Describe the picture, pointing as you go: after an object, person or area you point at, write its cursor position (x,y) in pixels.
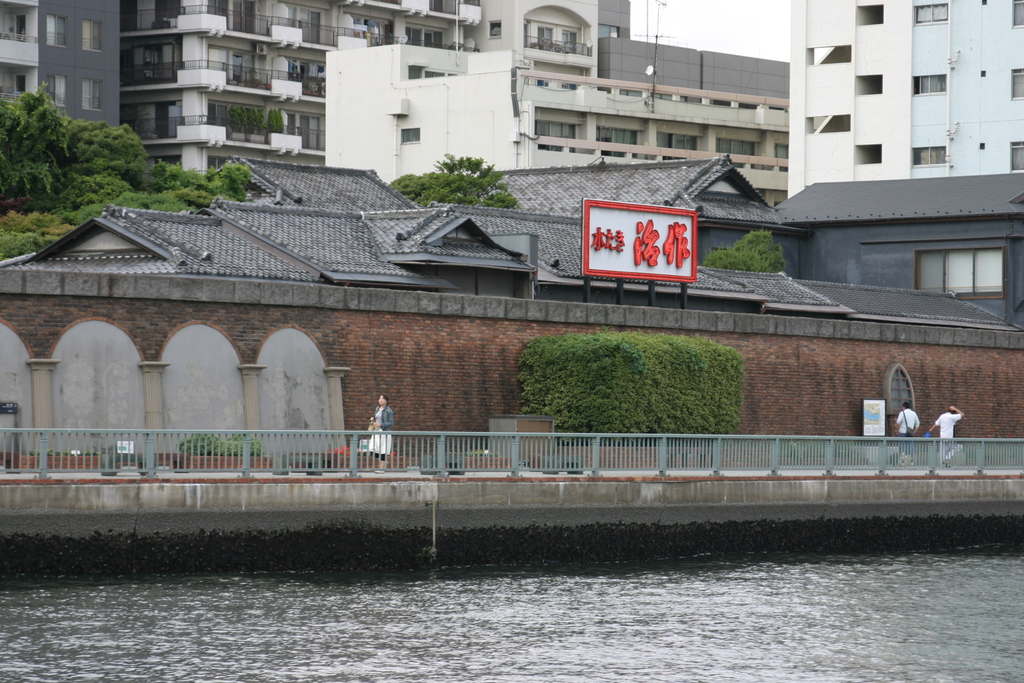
In this image we can see water (594,655) and a walkway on which there are some persons (933,430) walking and in the background of the image (305,257) there are some houses (488,249), buildings (549,19) and trees (91,191).
